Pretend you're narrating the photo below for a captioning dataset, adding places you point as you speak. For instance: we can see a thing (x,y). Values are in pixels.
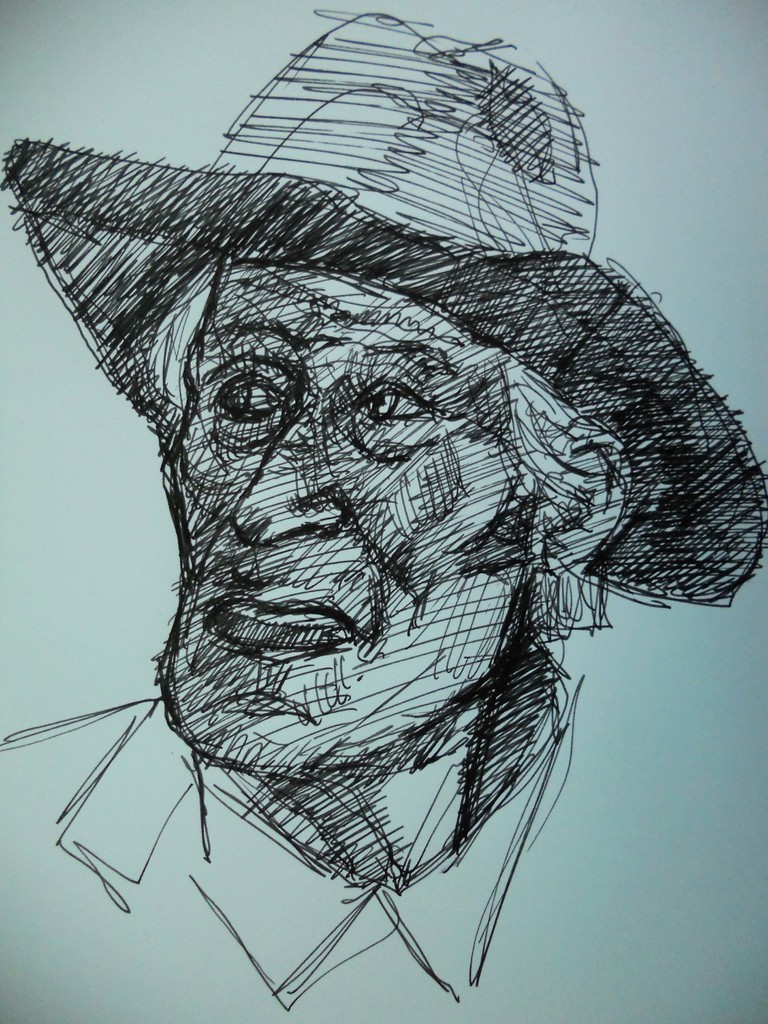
In this picture we can see the sketch (131,863) of a person (471,846) wearing a hat (586,319).
